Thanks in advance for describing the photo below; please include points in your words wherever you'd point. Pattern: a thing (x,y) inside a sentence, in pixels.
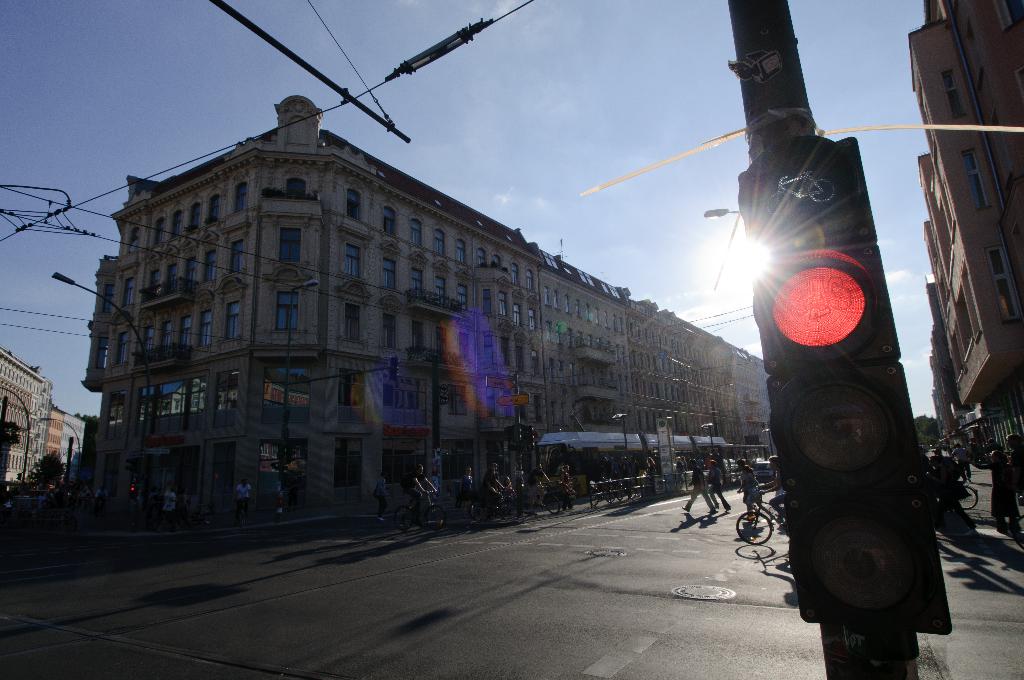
In the image I can see traffic light (879,470), bicycles (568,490) and vehicle (700,456) on the road (487,562), buildings (278,335) and some other objects (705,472). In the background (560,126) I can see the sky (596,146) and the sun (767,264).
